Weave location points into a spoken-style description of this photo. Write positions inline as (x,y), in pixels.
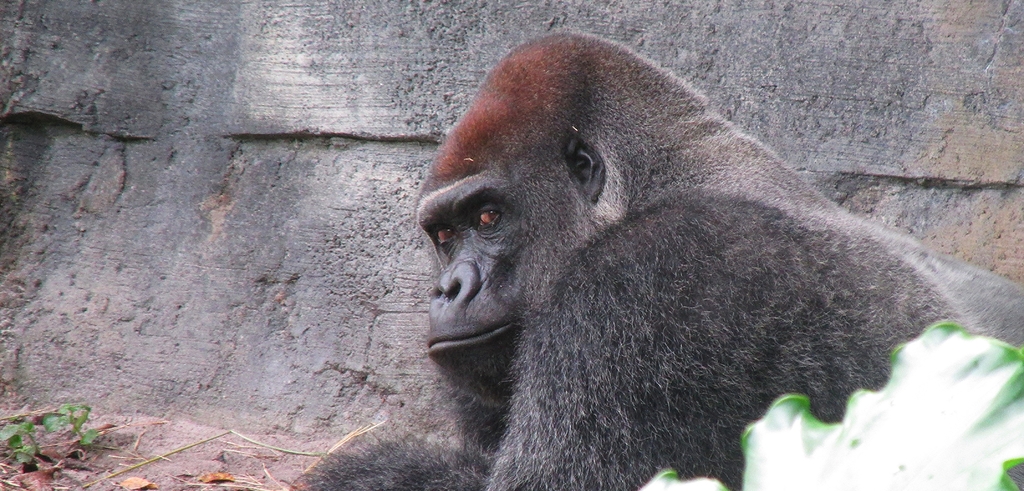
In this image we can see an animal (577,266).
